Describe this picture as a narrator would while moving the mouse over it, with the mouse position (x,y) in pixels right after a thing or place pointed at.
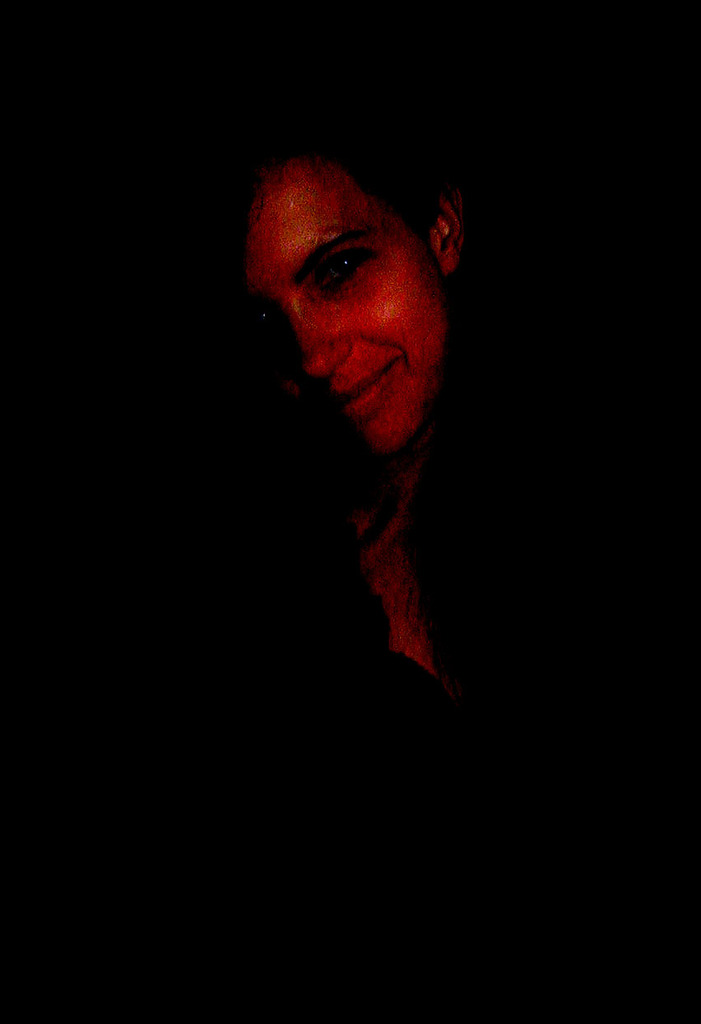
In this image there is a woman (408,259) with a smile on her face (409,307).
